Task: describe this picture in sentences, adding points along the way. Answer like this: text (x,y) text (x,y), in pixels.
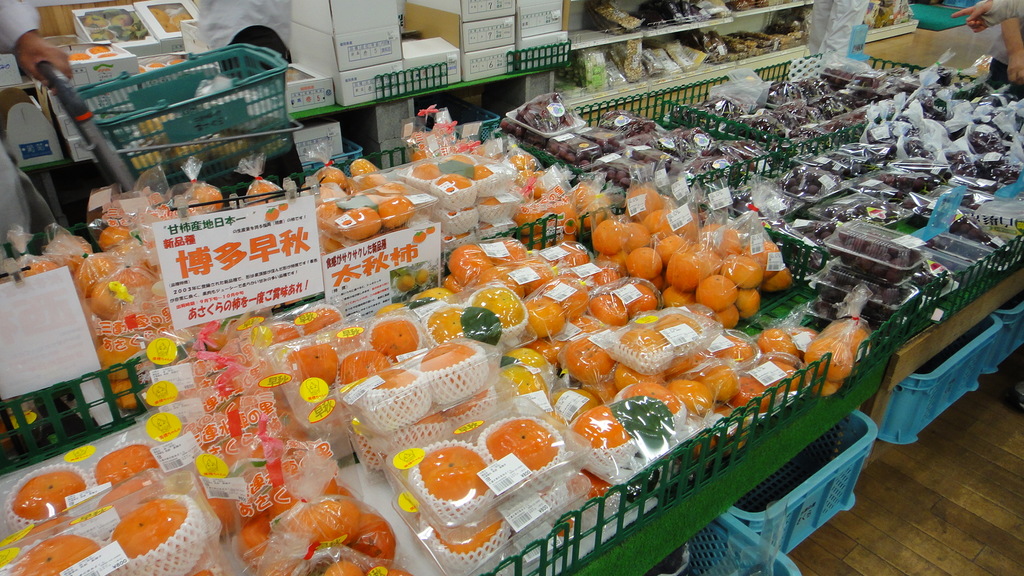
This image is taken indoors. At the bottom of the image (875,508) there is a floor (868,545) and there are a few baskets (771,499) on the floor (942,543). In the middle of the image (383,211) there is a table (585,495) with many baskets (530,464) of persimmons (492,442) packed with covers (291,425) and many fruits (684,136) packed in the boxes (867,83). There are many boards (221,280) with text (186,285) on them. On the right side of the image (1011,12) there are two persons (977,25). In the background (174,101) a person (16,47) is holding a trolley (172,142) in his hand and there are many boxes (360,49) and packets (591,60) on the shelves (441,72).
